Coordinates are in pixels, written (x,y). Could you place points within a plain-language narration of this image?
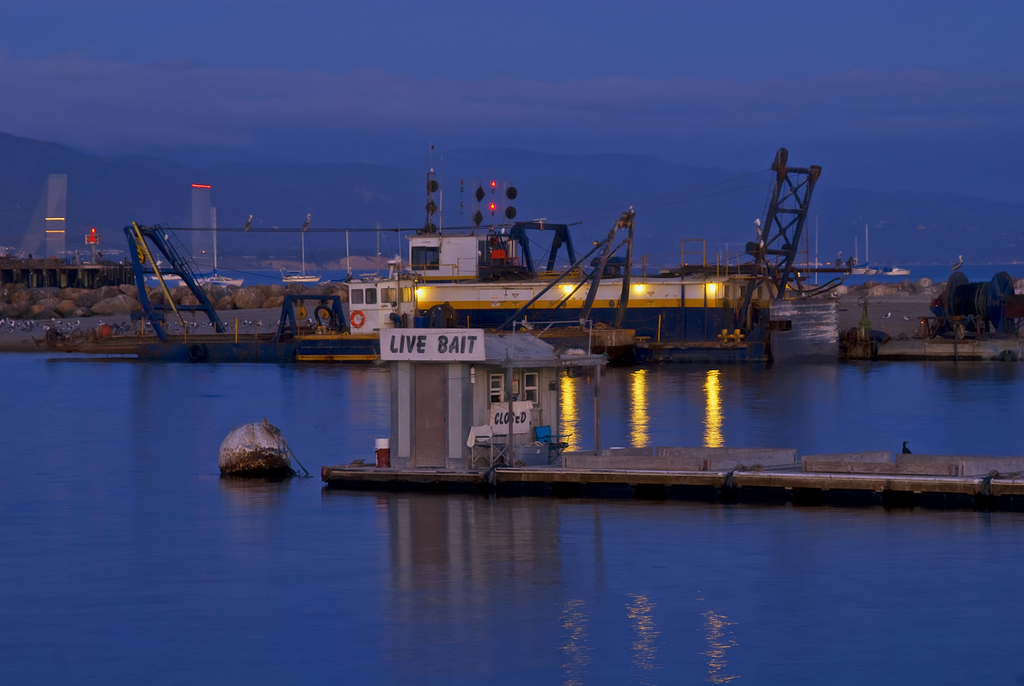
In this image there is the water (232,504). In the center (647,444) there is a dock (657,481) on the water (369,448). At the edge of the dock (660,467) there is a cabin (468,421). There are boards (411,350) with text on the cabin (448,420). Behind the cabin (484,414) there's a ship (484,321) on the water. To the left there is a buoy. In the background (175,180) there are mountains (822,198). At the top (606,73) there is the sky (455,119).
